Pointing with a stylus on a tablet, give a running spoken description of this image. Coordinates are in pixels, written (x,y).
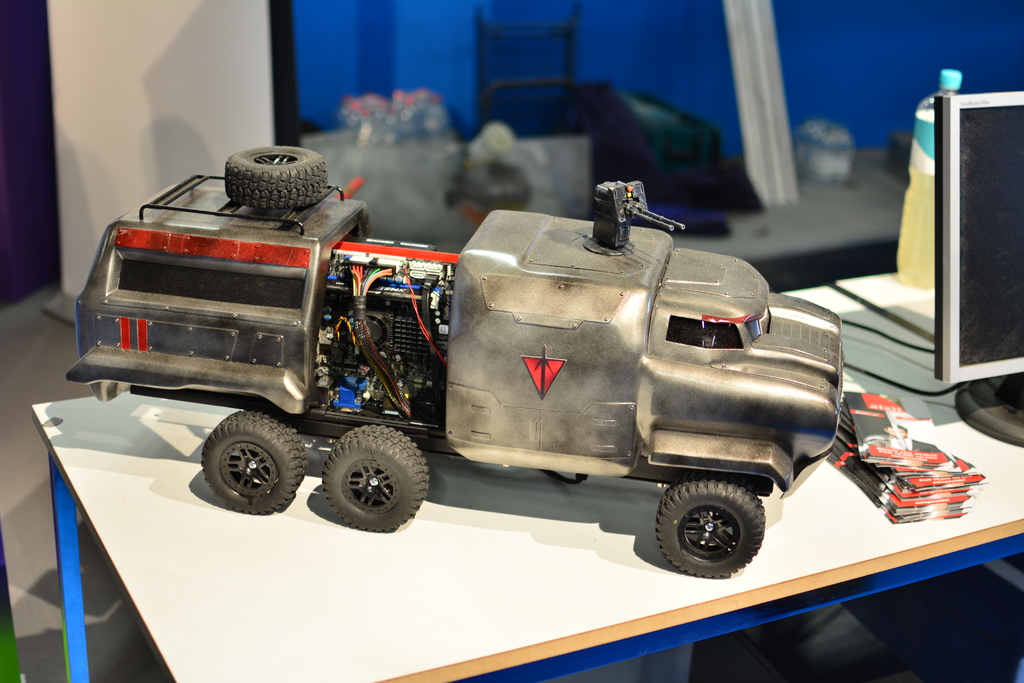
In this image we can see a toy vehicle (507,379) on a table (513,544). On the table (806,491) there is a computer (946,366) and some papers (878,452). In the background (611,72) it is blur. Also we can see a bottle (912,181) on the table (588,577).
